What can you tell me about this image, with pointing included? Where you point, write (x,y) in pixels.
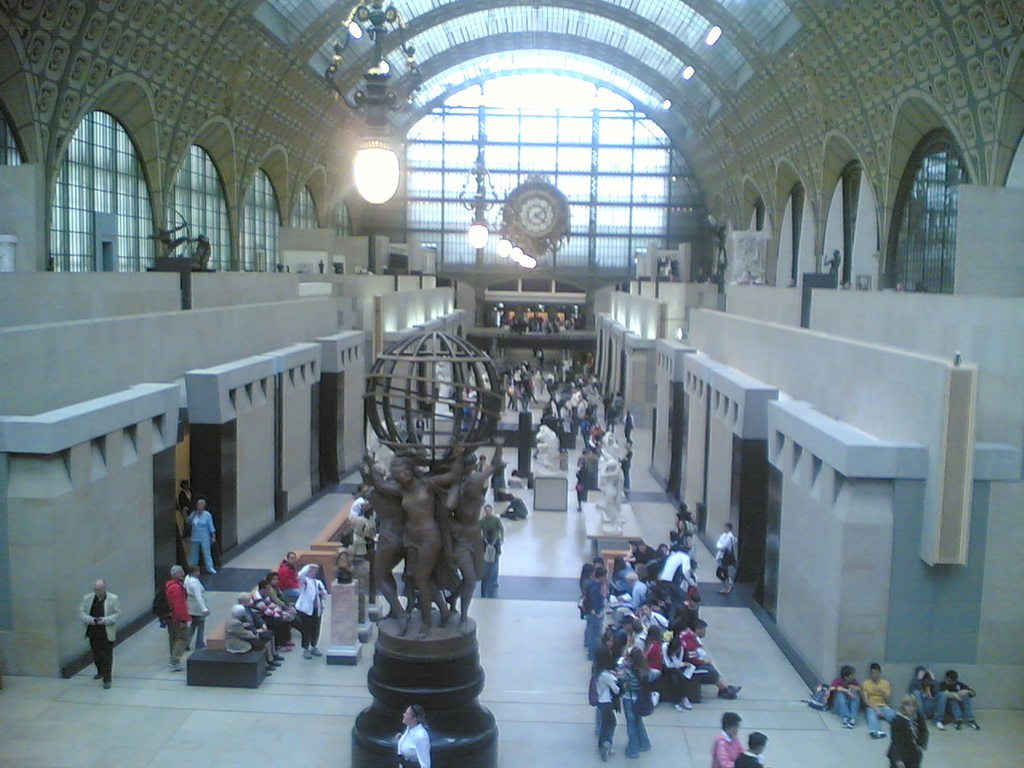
In this image there are few people (607,586), sitting on benches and few are standing, in the middle (423,445) there is a sculpture (419,542), on either side of the sculpture (439,520) there are walls (780,370), at the top (700,63) there is a roof (463,84) and lights (391,89).
